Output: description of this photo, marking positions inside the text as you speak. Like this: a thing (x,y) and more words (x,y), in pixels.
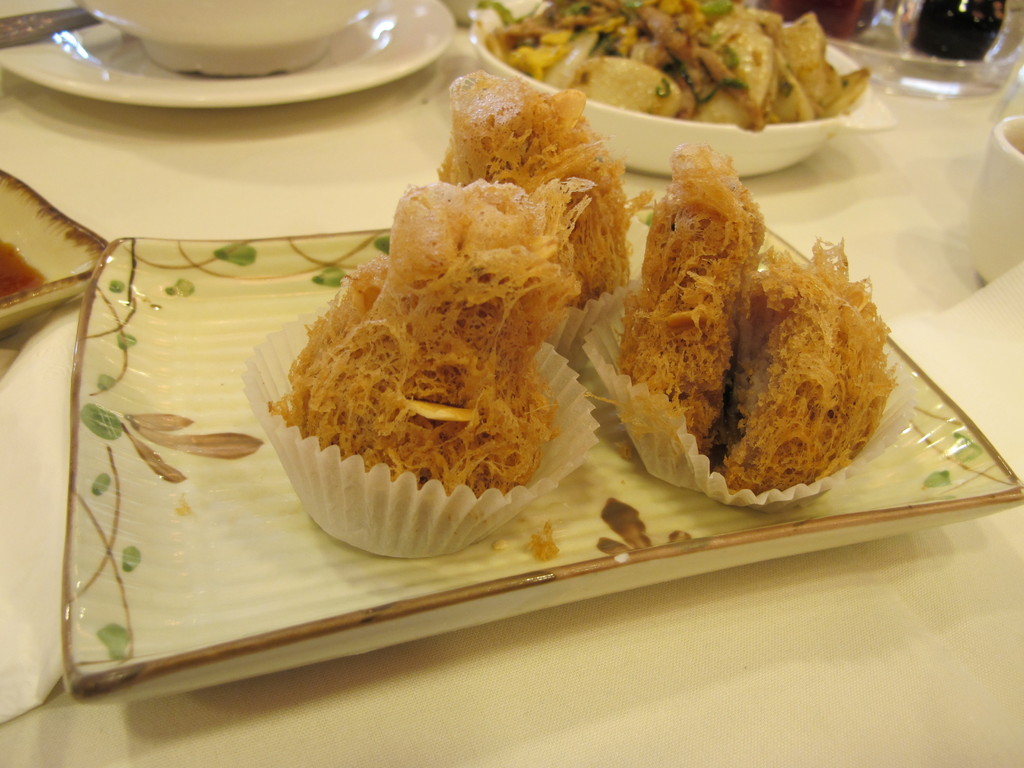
In this image, there is a plate (248,253) contains some food (485,338). There is a food (604,37) on the bowl (618,139) which is at the top of the image (616,136). There is an another plate (353,86) in the top left of the image (285,88).
